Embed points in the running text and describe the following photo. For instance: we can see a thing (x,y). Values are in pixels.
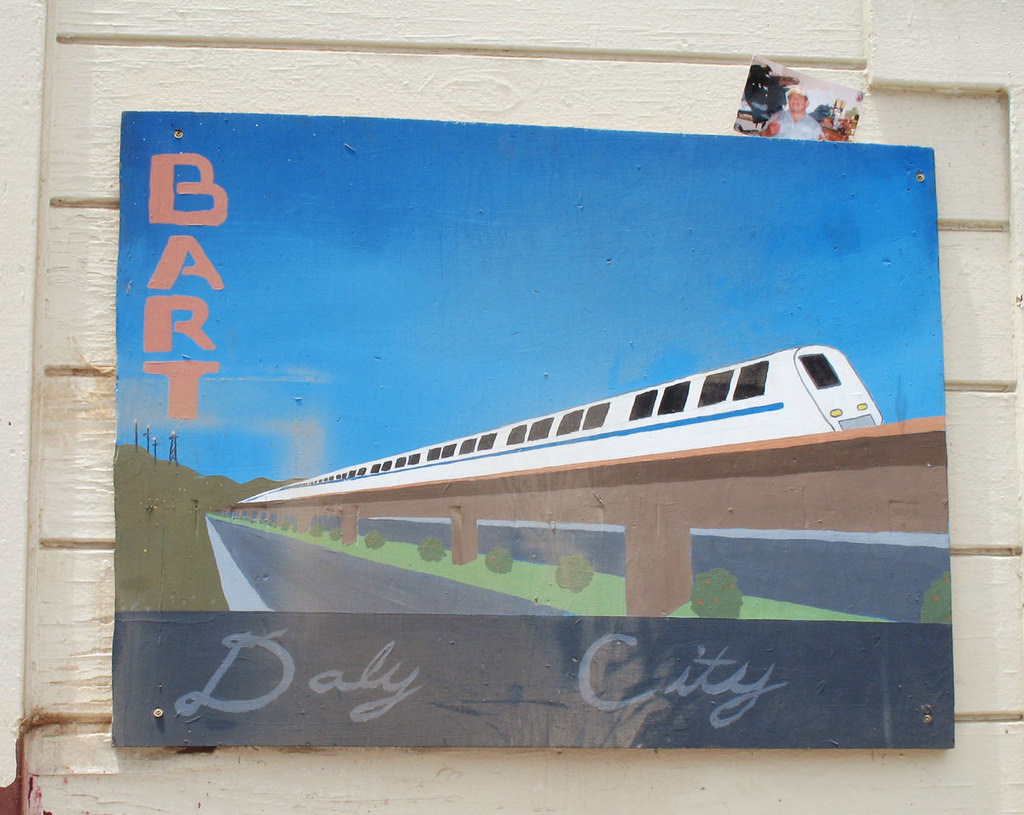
This is a board (226,668), which is fixed to the wall (114,314). I can see the picture (401,401) of a train (383,470), bushes (583,558), hill (176,515) and letters (243,634) on the board (503,478). This looks like a photo.
